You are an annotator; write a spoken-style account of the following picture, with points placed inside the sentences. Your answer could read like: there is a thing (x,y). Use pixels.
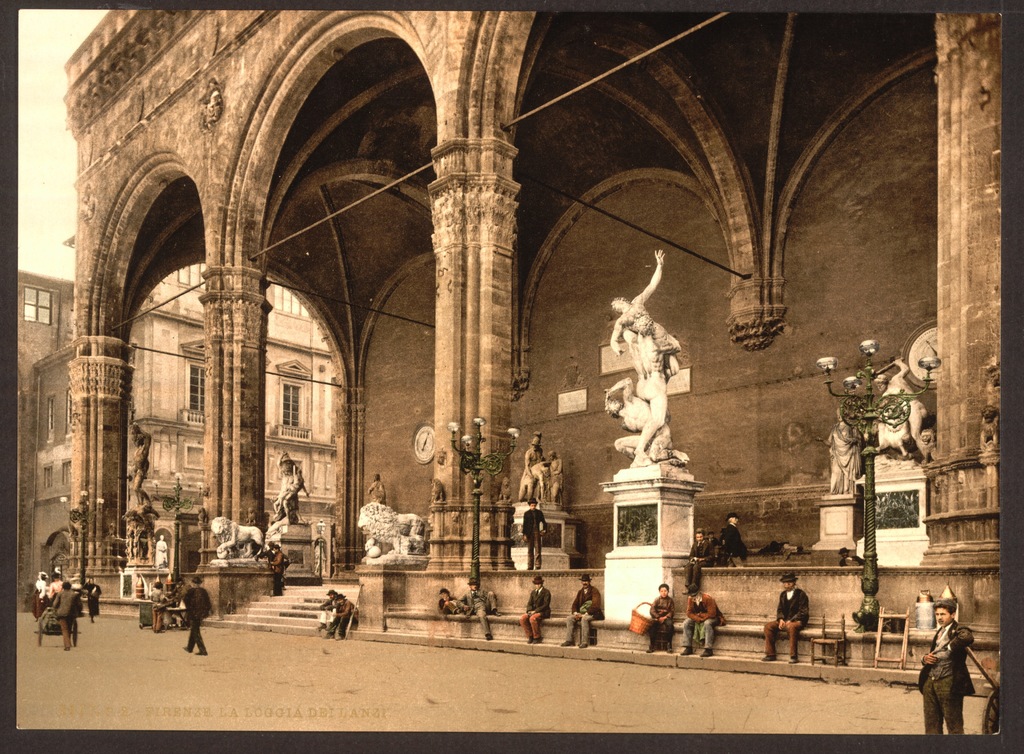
In the center of the image (588,417) there are buildings (598,408). There are statues (615,340). There are people (348,601) sitting. At the bottom of the image (354,660) there is road (218,668). There are people (163,626) walking.
